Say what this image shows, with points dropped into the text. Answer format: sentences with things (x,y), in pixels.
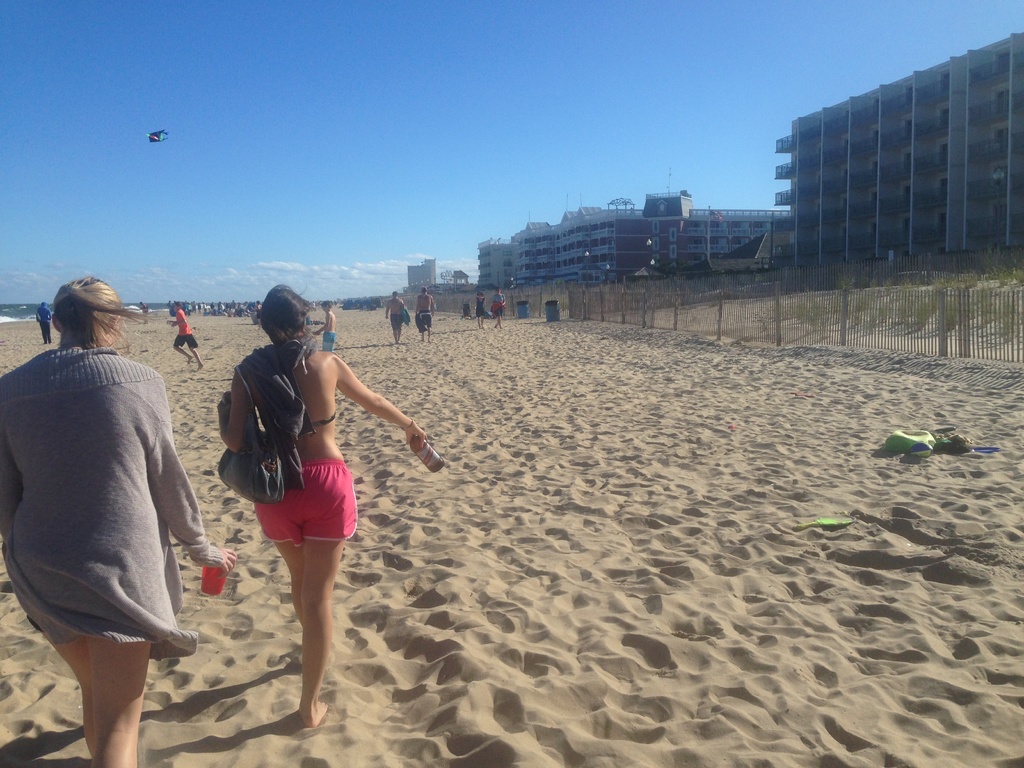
In this image we can see few people (294,312) walking on the sand (510,594), a person (196,556) is holding a glass (214,578) and a person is holding a bottle (415,453) and wearing handbag (269,456) and there are few objects (943,444) on the sand (726,427), there is fence (758,324), buildings (549,268) and the sky (415,247) with clouds (353,274) in the background (349,270).
